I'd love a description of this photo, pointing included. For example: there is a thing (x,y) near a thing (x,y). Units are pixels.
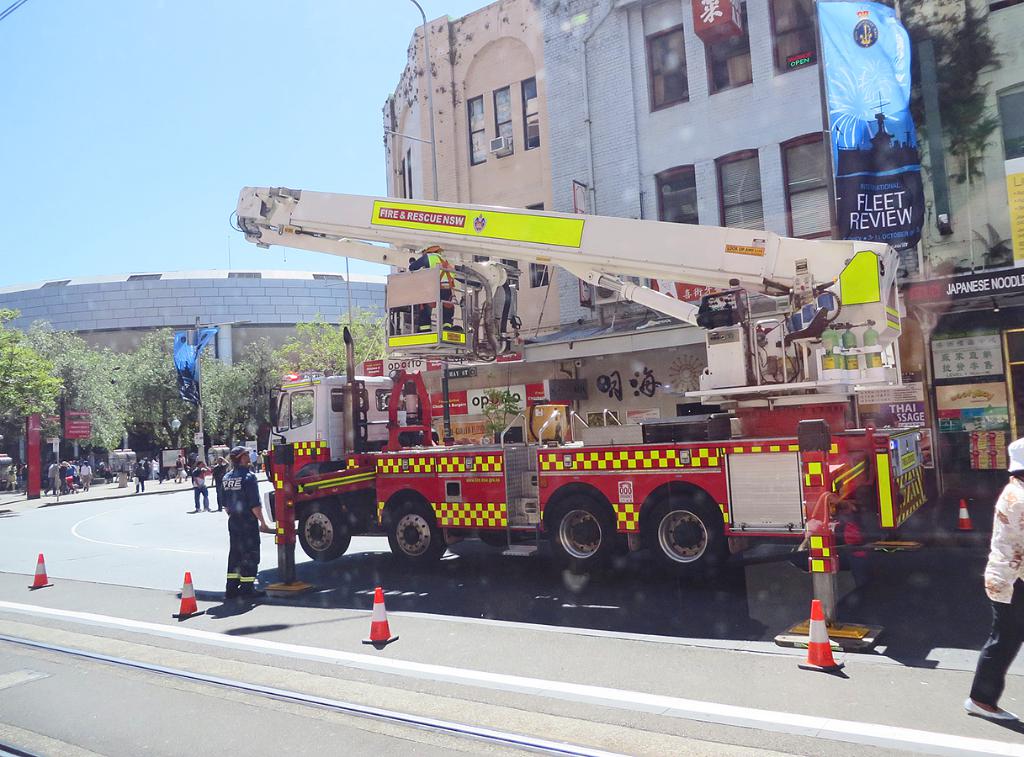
In this image we can see a crane (446,344) on the vehicle (340,400) on the road (69,672) and there are traffic cones (190,577), few persons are standing and walking on the road (303,572), hoardings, poles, buildings (518,132), windows (676,81), AC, pipes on the wall (664,145), banners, trees (117,414), boards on the walls (599,161) and the sky (151,35).
